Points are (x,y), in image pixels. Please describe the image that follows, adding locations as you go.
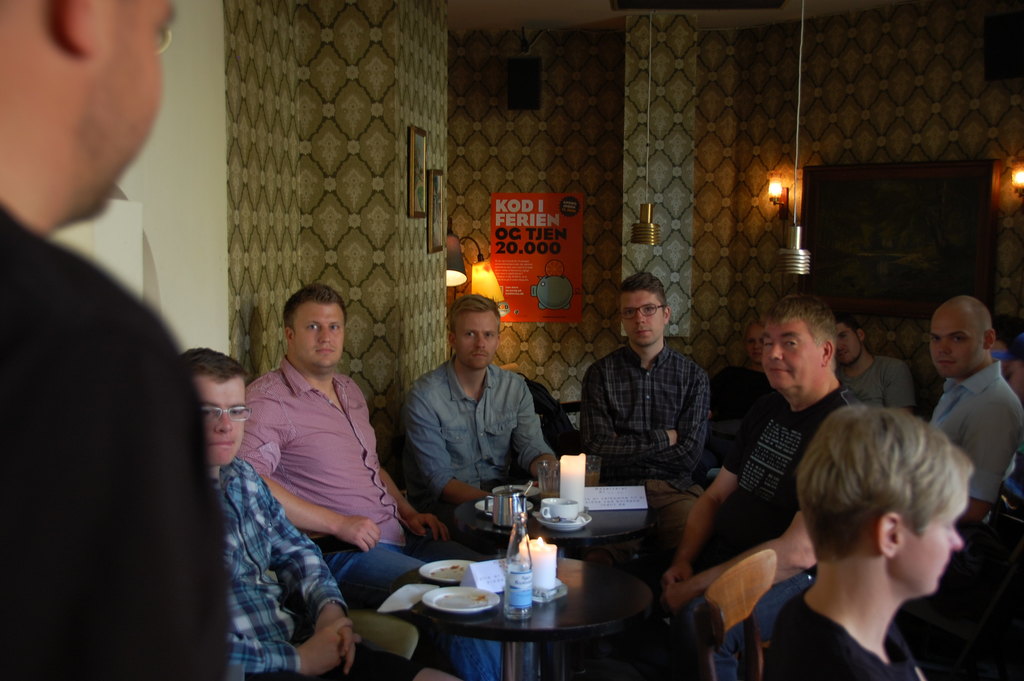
There is a group of people (474,352). Most of them are sitting in a chair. There is a table (617,497). There is a glass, cup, saucer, bottle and plate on a table (618,489). Some persons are smiling. in the background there is a wall (504,342), poster (513,298) and lights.
